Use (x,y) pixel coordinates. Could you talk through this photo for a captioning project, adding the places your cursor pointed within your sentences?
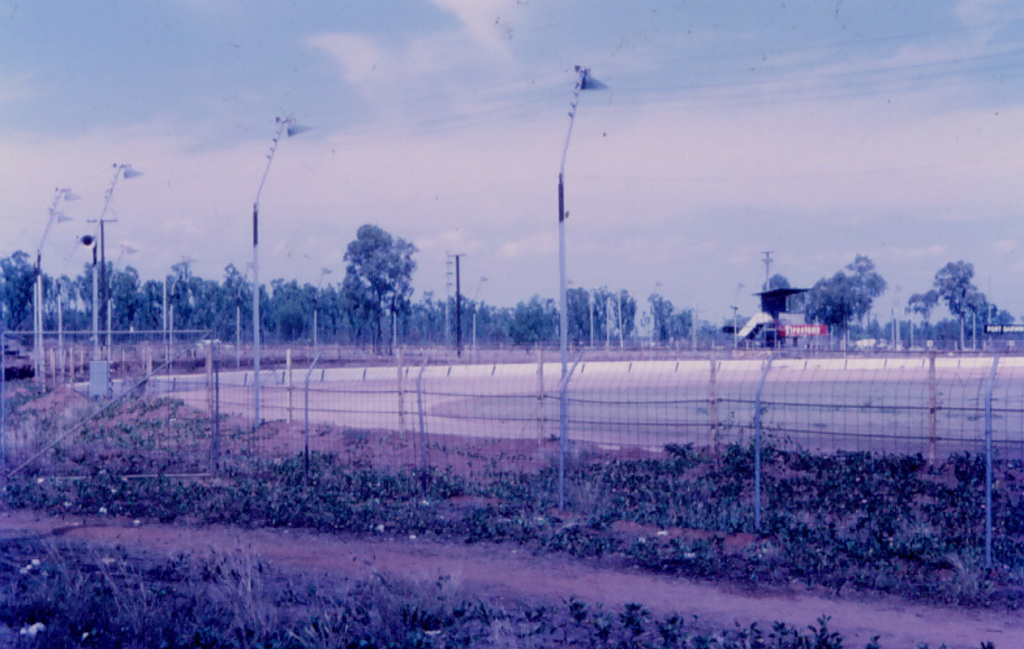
In this picture we can see plants (354,583) on the ground (603,570), here we can see a fence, poles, trees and some objects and we can see sky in the background (970,23).
